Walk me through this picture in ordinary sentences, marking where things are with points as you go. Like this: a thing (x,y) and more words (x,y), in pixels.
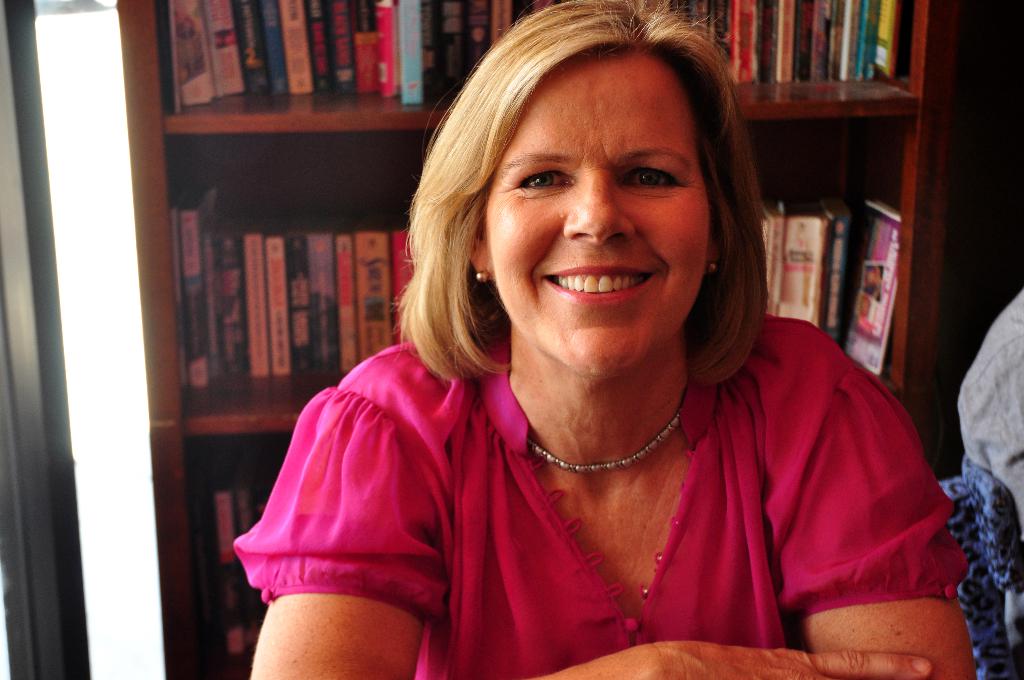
In this image I can see a woman (549,312) in the front (715,272) and I can also see smile on her face (595,256). I can see she is wearing a necklace (545,454) and in the background (229,101) I can see number of books (782,58) on the shelves (781,60). On the bottom right side of this image (986,481) I can see a blue colour thing (959,497).
